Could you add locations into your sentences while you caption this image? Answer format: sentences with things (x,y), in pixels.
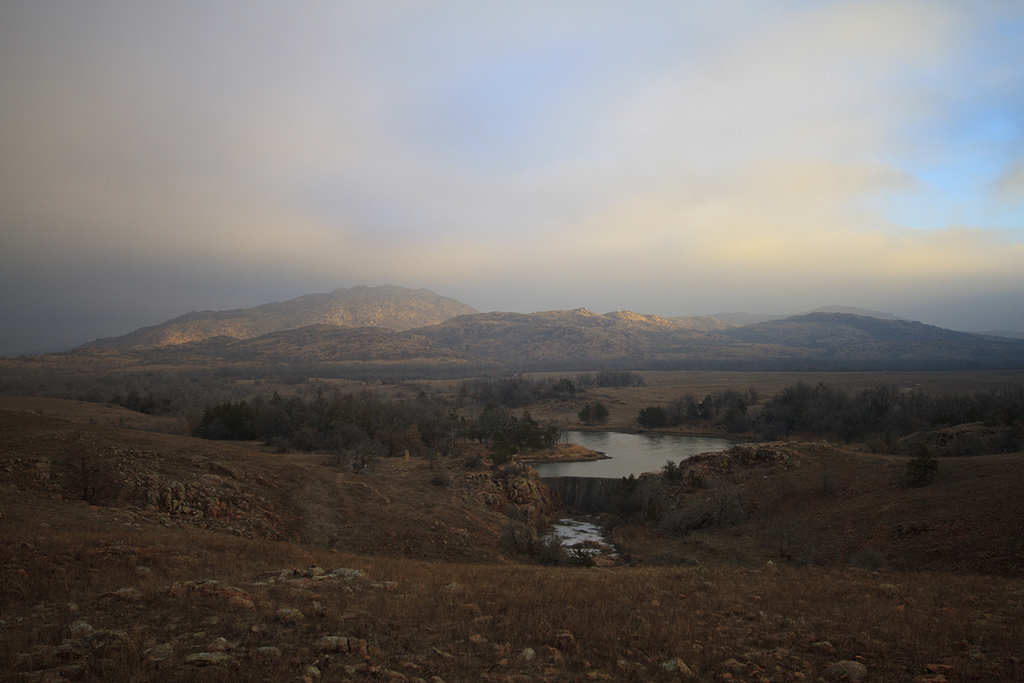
In this picture I can observe some trees (373,414) on the land (968,434). In the middle of the picture (625,434) there is a pond (627,444). In the background (488,317) there are hills (377,346) and some clouds (325,286) in the sky (427,230).
